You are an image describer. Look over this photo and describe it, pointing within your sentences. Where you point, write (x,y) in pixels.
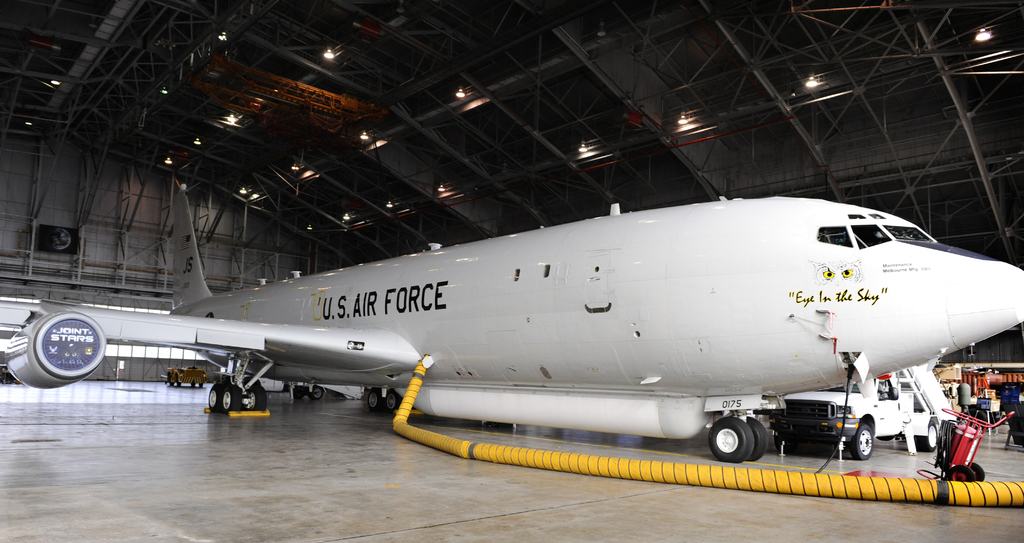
In this picture there is an aircraft (686,372) and there are vehicles (880,394) and there are devices (1023,437). At the top (509,70) there is a roof (500,95) and there are lights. There is a text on the aircraft (586,283).
